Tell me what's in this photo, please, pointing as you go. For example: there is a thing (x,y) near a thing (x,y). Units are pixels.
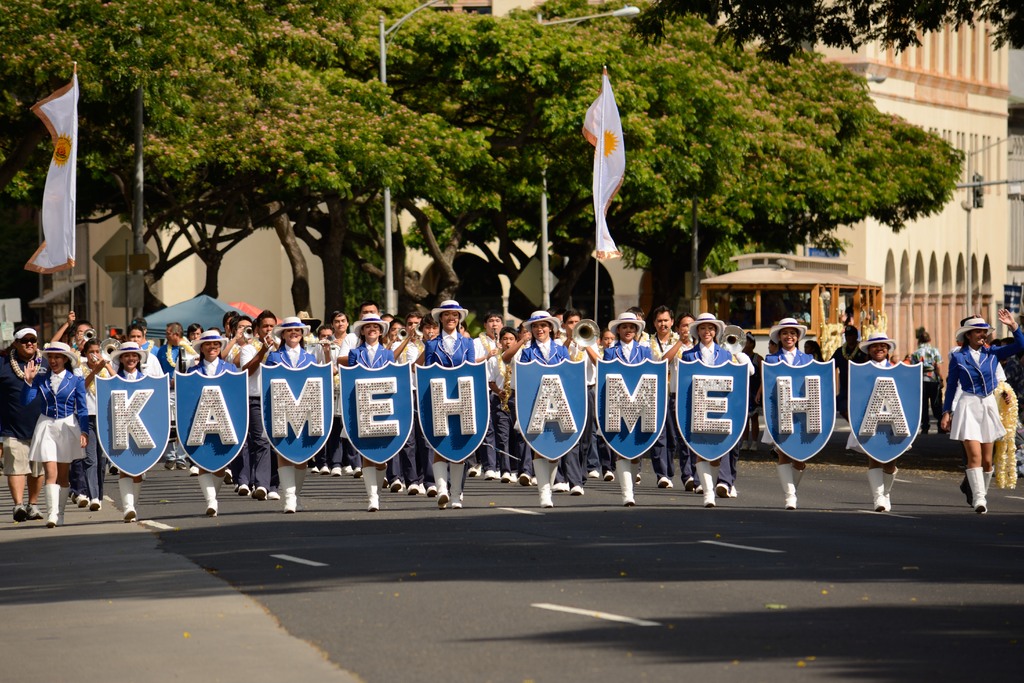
In this picture we can see girls (982,474) were holding a board (789,400) and doing march on the road (597,580). Behind the girls (789,325) we can see boys (683,346) were holding musical instruments (736,345). In the background (1021,321) we can see building (1007,220) and trees (471,204). On the right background (970,271) there is a pole (970,215).
